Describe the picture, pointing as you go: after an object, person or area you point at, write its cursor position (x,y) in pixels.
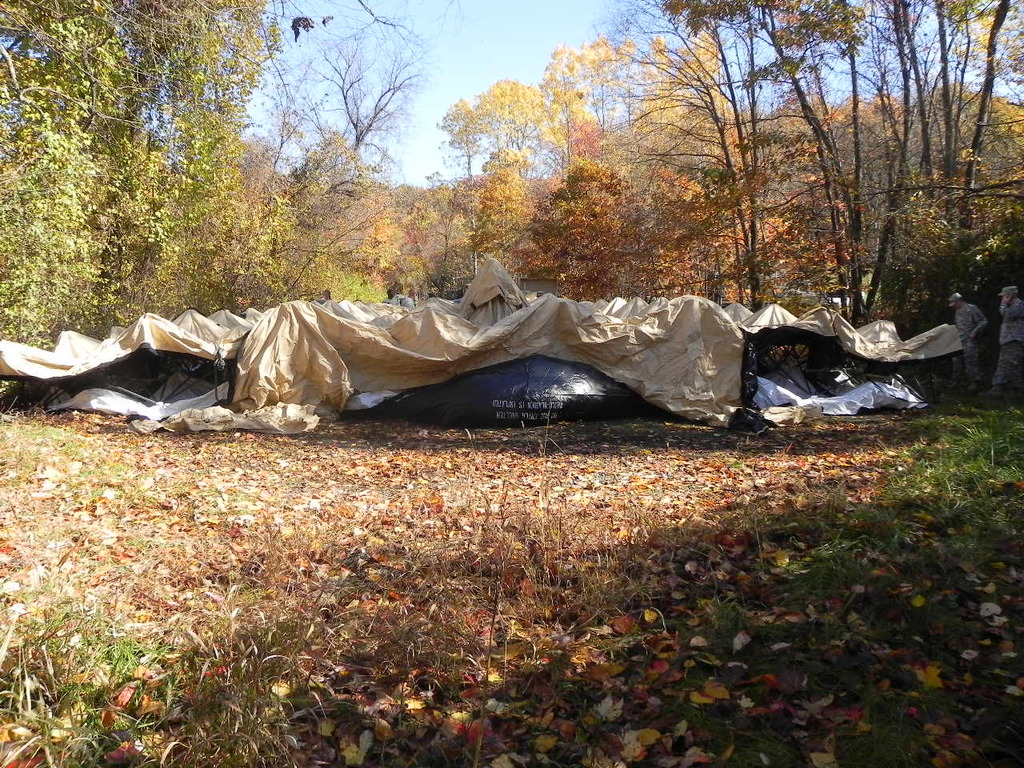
In this image there is a land (784,463), on that land (825,421) there are some tent clothes (418,354) few men (966,330) are standing, in the background (592,286) there are trees (467,178) and sky (484,48).
